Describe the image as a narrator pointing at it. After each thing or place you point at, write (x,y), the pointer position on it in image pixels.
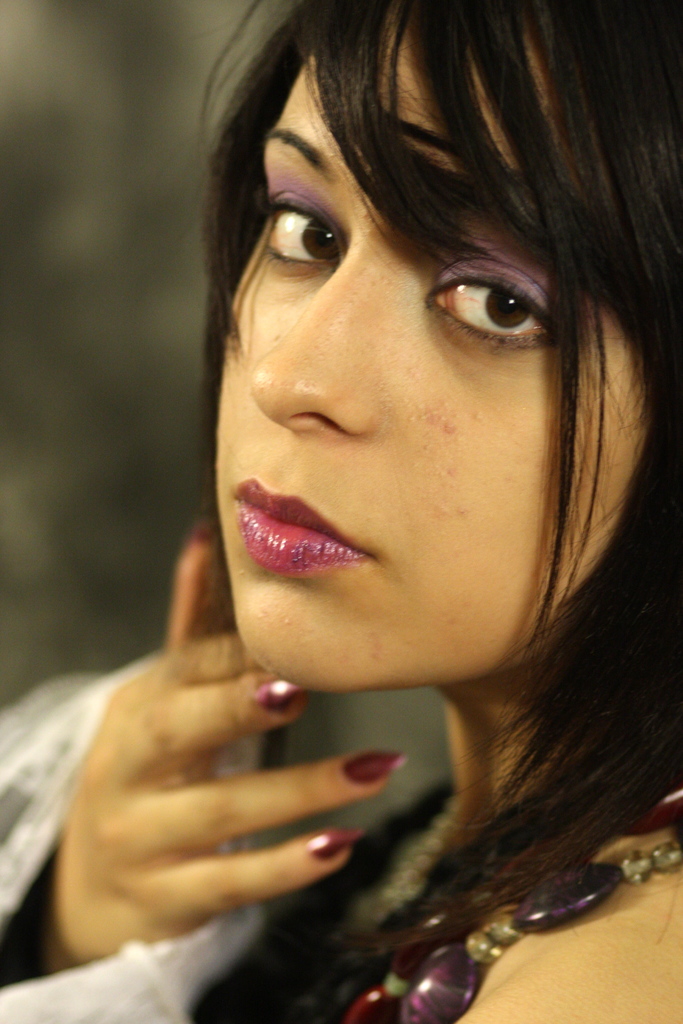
There is an image of a women (320,603) as we can see in the middle of this image (318,542).
